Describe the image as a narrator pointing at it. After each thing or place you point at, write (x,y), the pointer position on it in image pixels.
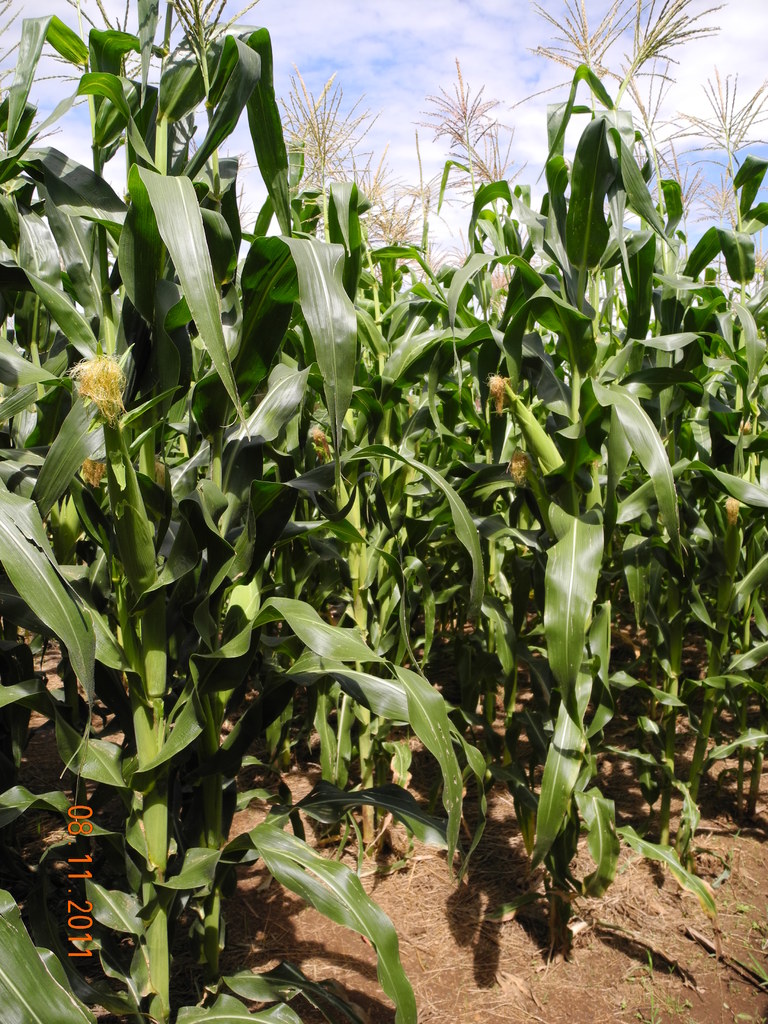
There are plants (68,736). The date (75,860) is mentioned at the left bottom (75,860). There is sky (388,128).
